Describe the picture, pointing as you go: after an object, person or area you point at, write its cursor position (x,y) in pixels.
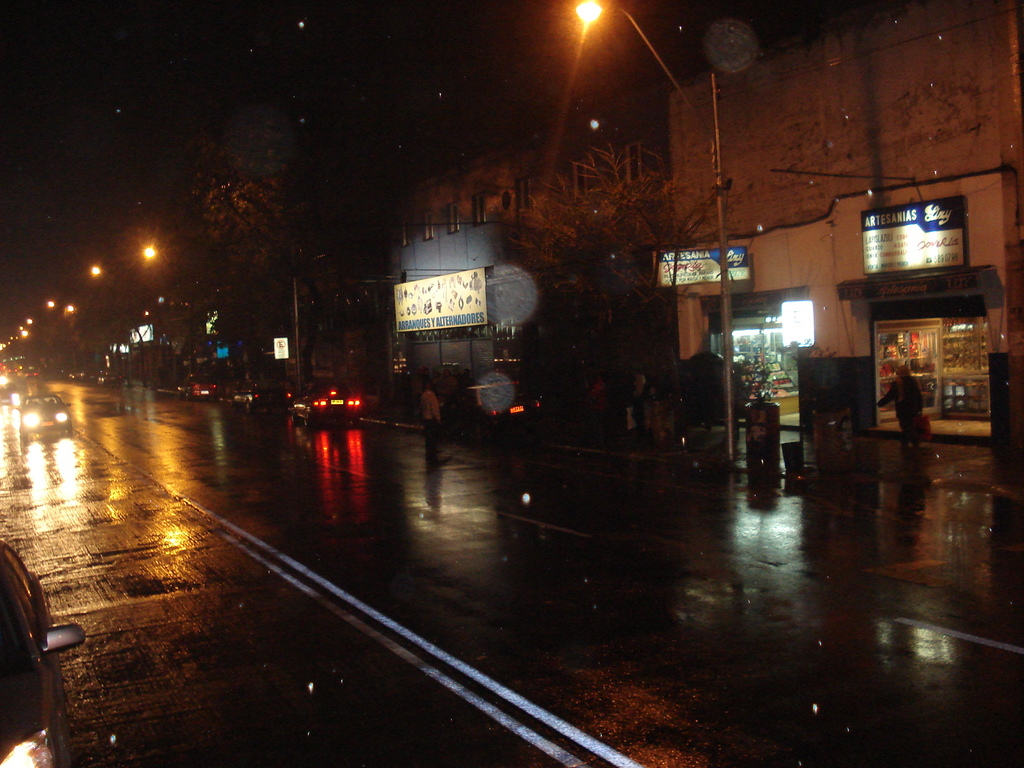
In this picture, we can see some vehicles (31,405) are moving on the road (31,534) and on the right side of the vehicles (13,623) there is a path (824,473) and on the path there are poles (722,205) with lights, trees (542,287), hoardings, buildings (812,251).
